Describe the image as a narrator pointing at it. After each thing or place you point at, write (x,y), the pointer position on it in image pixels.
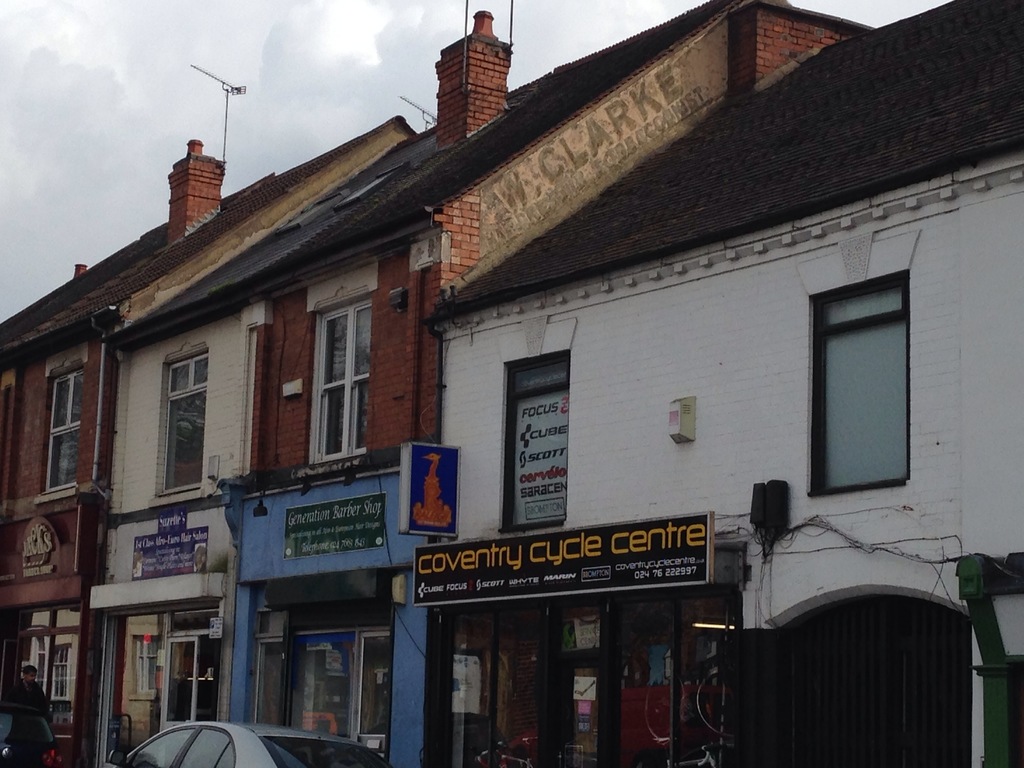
In the foreground of the picture (701,560) we can see board (602,569), cables (768,560), car (197,739), person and other objects (113,717). In the middle of the picture (517,358) there are buildings (450,240). At the top (240,50) there are antennas (229,88) and sky (260,73).
